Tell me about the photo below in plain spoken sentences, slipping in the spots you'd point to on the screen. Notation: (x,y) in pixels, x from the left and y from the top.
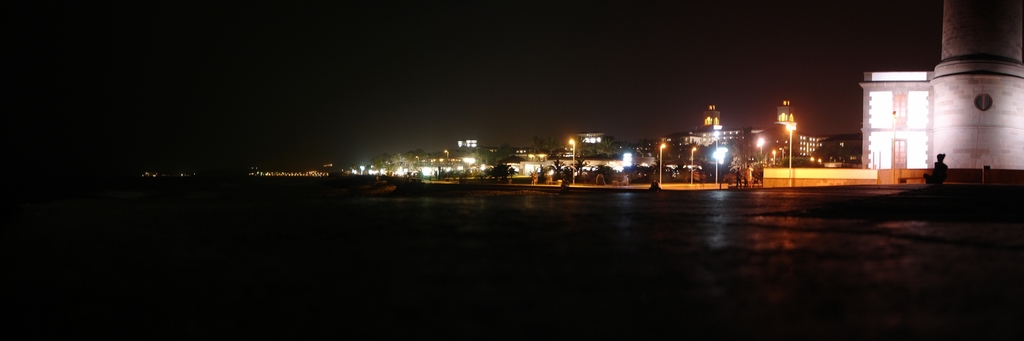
In this image there are some buildings (988,122), trees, houses (881,167), poles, lights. And at the bottom (689,233) there is road (992,231) and there is a black background (679,36).
